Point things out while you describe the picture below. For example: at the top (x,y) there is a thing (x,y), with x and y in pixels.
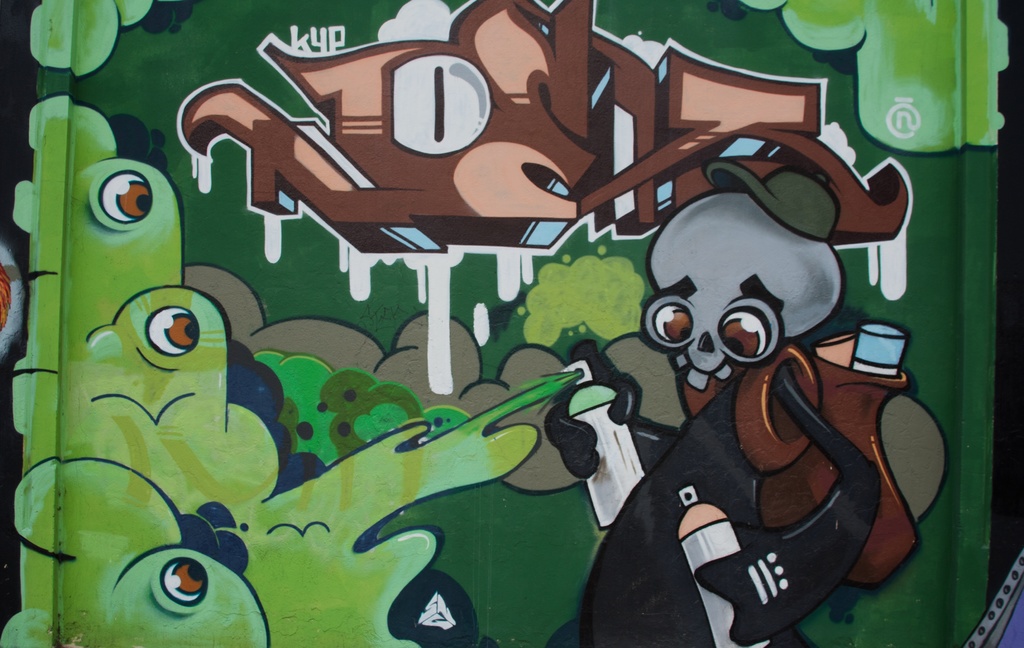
There is a cartoon painting (757,425) made on a wall (448,298).
